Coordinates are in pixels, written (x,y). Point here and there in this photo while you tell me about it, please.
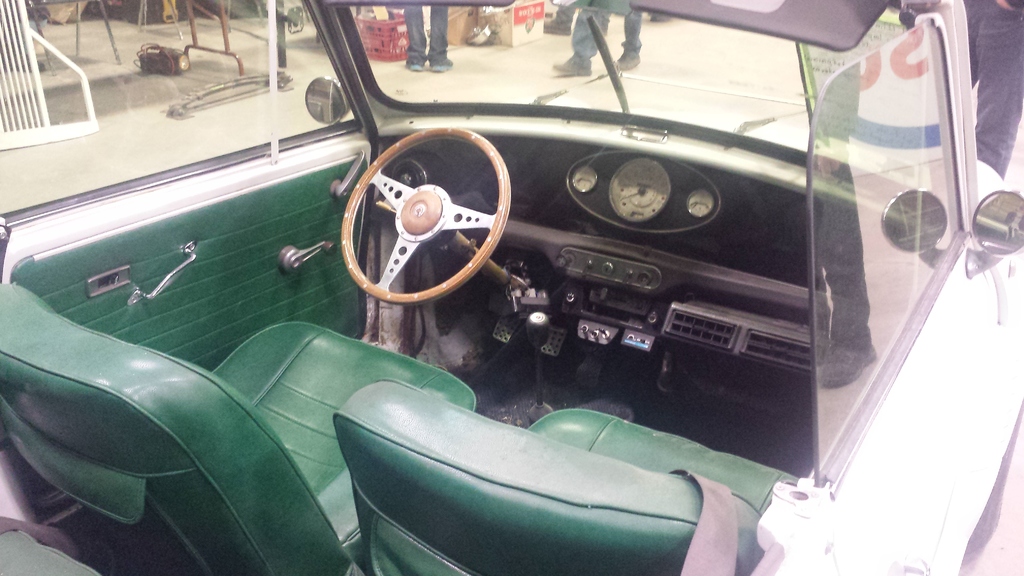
In the image in the center (646,277) we can see one car (598,150). In the car (492,149), there is a steering wheel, green color seats (478,512), door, window (65,66), front transparent glass (659,60), seat belt (711,495) and few other objects (545,257). Through glass (180,75), we can see boxes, poles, light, fence (34,63), few people (445,23) standing and few other objects (394,37).
